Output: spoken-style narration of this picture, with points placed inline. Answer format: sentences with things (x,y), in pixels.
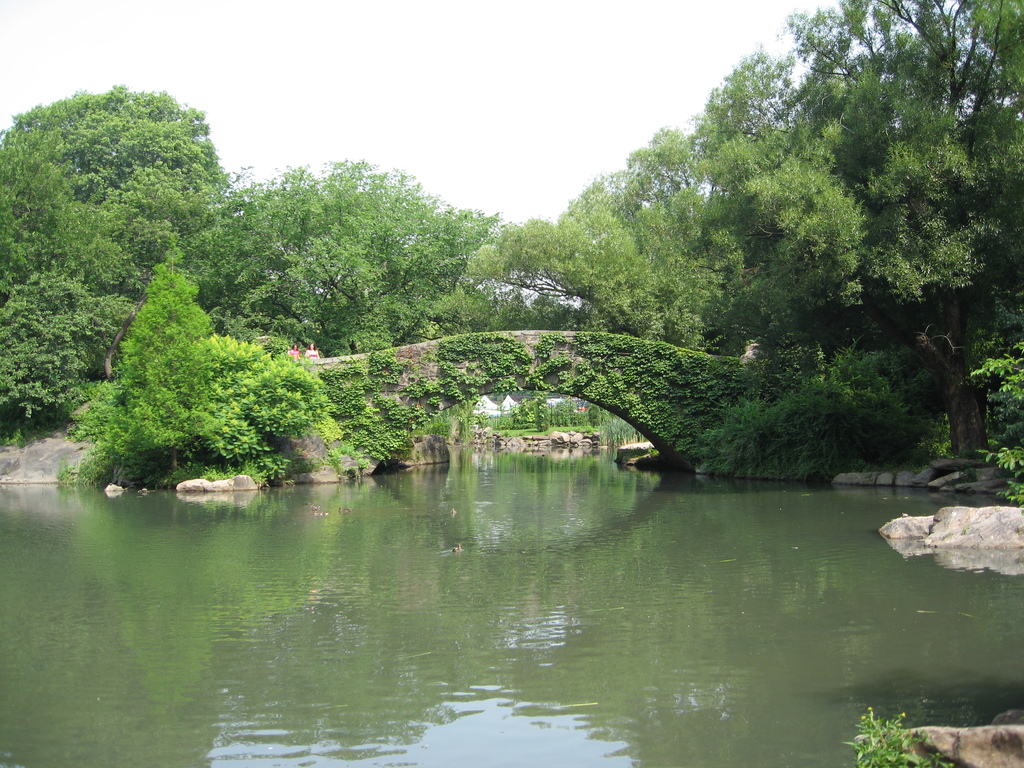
This is water (639,601), in the middle (501,391) it is a bridge (494,394) and there are green trees (81,327). At the top (630,85) it's a sky (540,97).
